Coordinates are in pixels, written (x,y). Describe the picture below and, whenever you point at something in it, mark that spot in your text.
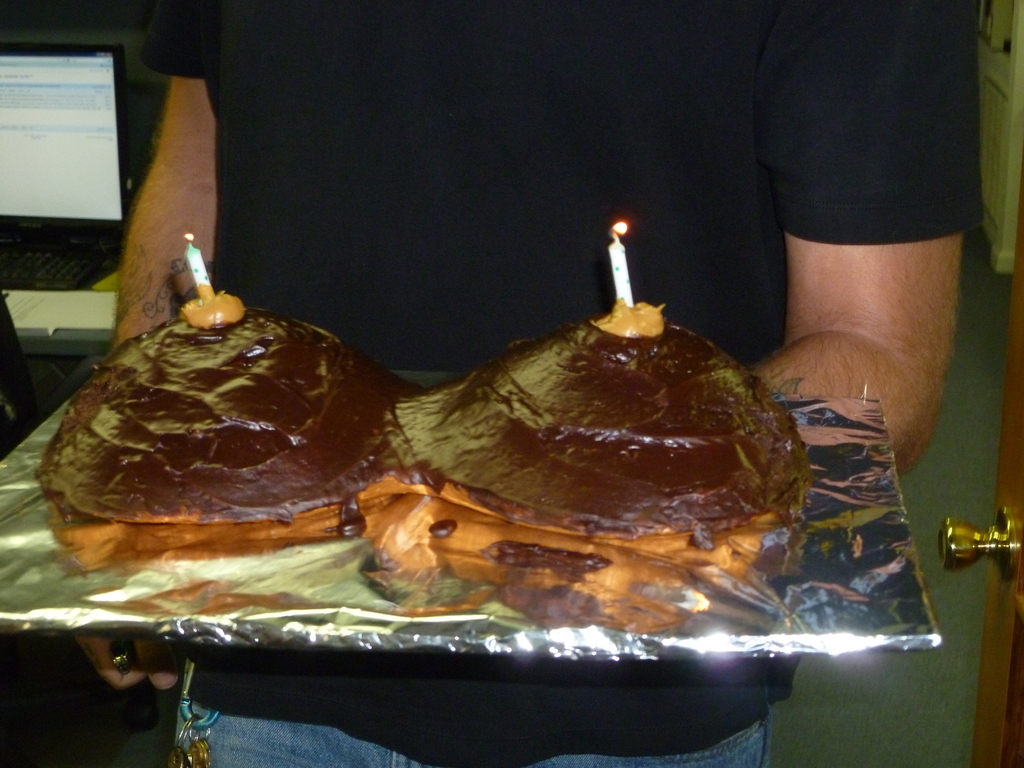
In this image we can see a man (787,274), though his face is not visible. He is wearing a black color T-shirt (840,80) and he is holding the plate (361,563) which is bounded with silver foil (350,580). Here we can see the cakes (586,440) with candles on it. This is looking like a handle (975,540) of the door (1002,596). Here we can see a computer (97,185) and keyboard (45,281) on the table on the top left side (87,253).
